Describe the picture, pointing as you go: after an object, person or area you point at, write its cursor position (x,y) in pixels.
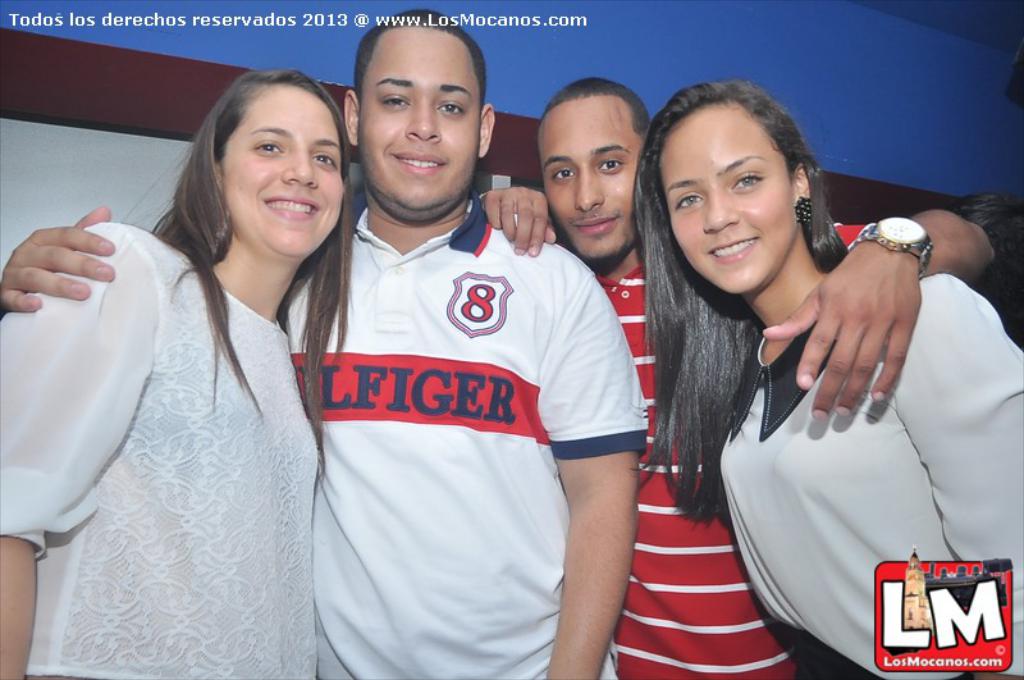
In this image I can see four people (287,332) standing and posing for the picture. I can see some text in the top left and bottom right corners.
